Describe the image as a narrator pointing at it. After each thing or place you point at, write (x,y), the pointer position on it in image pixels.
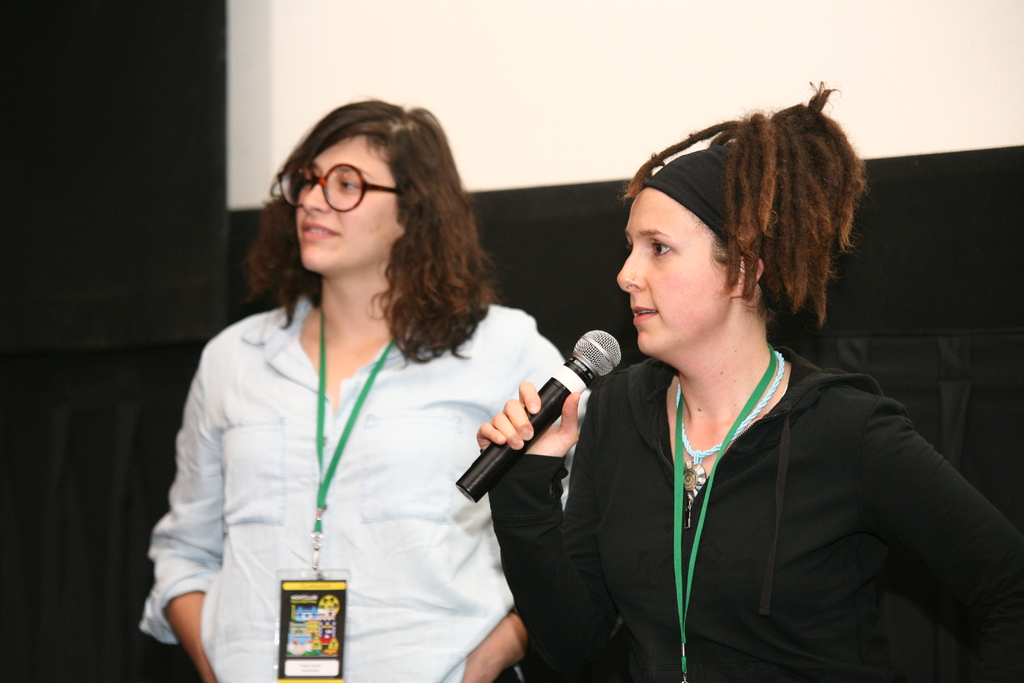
The women (871,530) in the right (871,530) is holding a mic (589,366) in her hand (566,420) and there is another woman (354,388) standing beside her.
